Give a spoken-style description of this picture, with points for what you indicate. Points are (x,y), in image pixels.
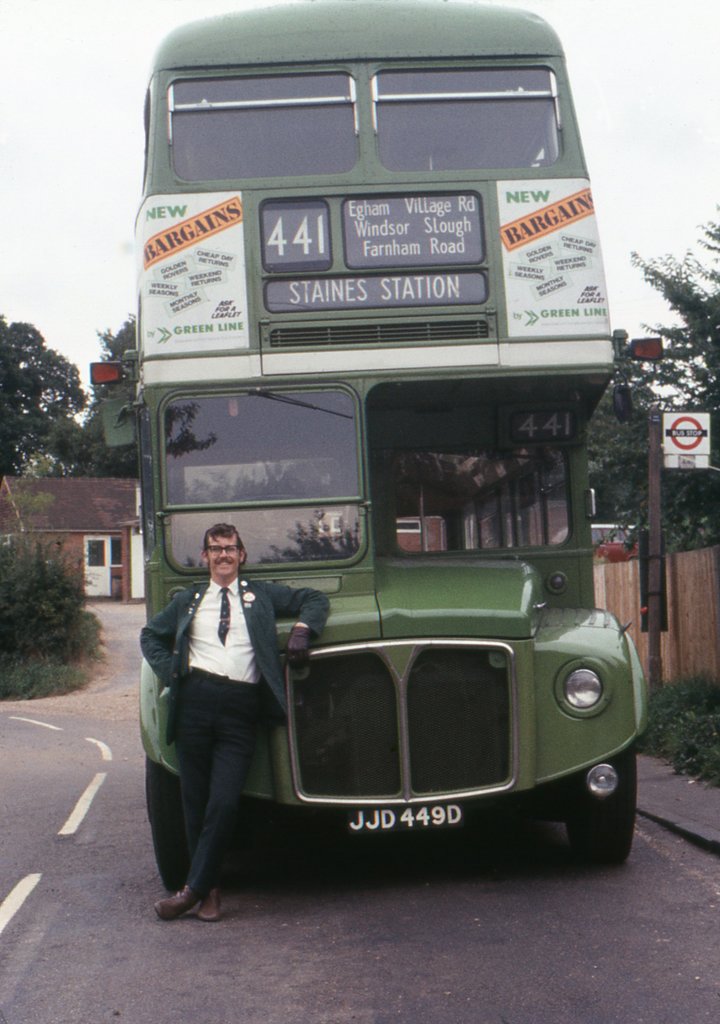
In the image we can see the vehicle (426,746) and these are the headlights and number plate (440,812) of the vehicle (406,754). There is even a person (190,730) standing, wearing clothes (201,766), shoes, spectacles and the person (187,611) is smiling. Here we can see the road (346,955), trees (713,347), poles (660,459), grass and the sky (83,111).
